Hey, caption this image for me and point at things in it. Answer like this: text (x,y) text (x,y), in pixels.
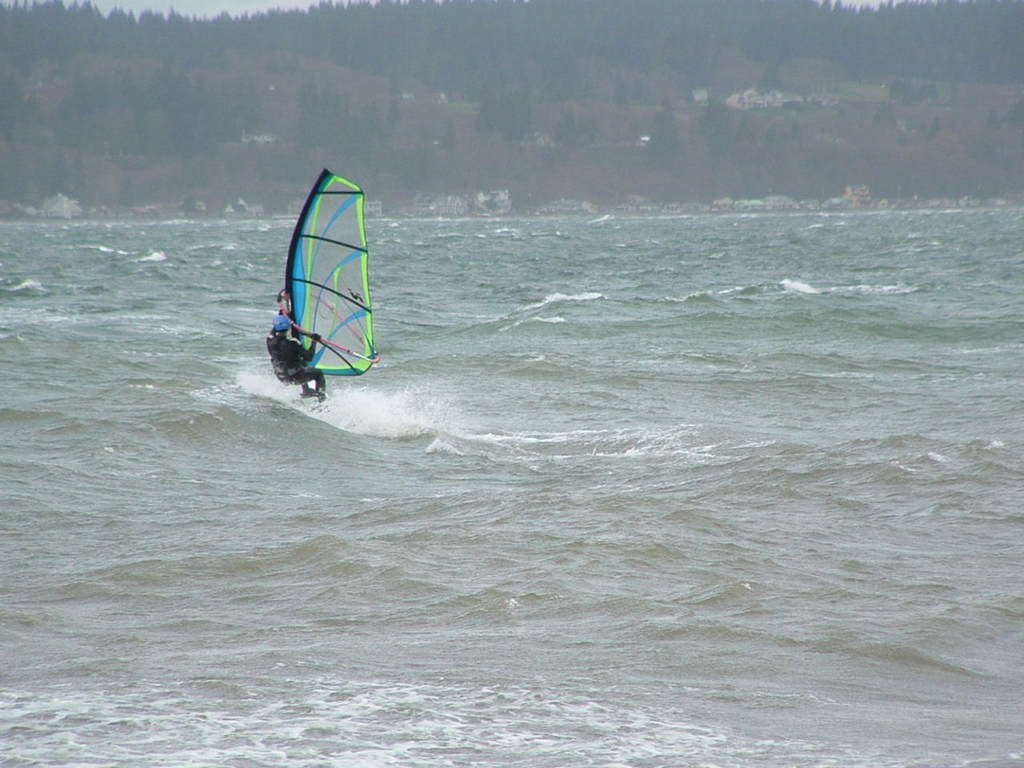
In this image it looks a sea (577,262). There is a person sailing boat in the foreground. There are some trees (920,34) in the background (963,81). The sky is at the top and there is a water flow (549,500) at the bottom (636,706).
